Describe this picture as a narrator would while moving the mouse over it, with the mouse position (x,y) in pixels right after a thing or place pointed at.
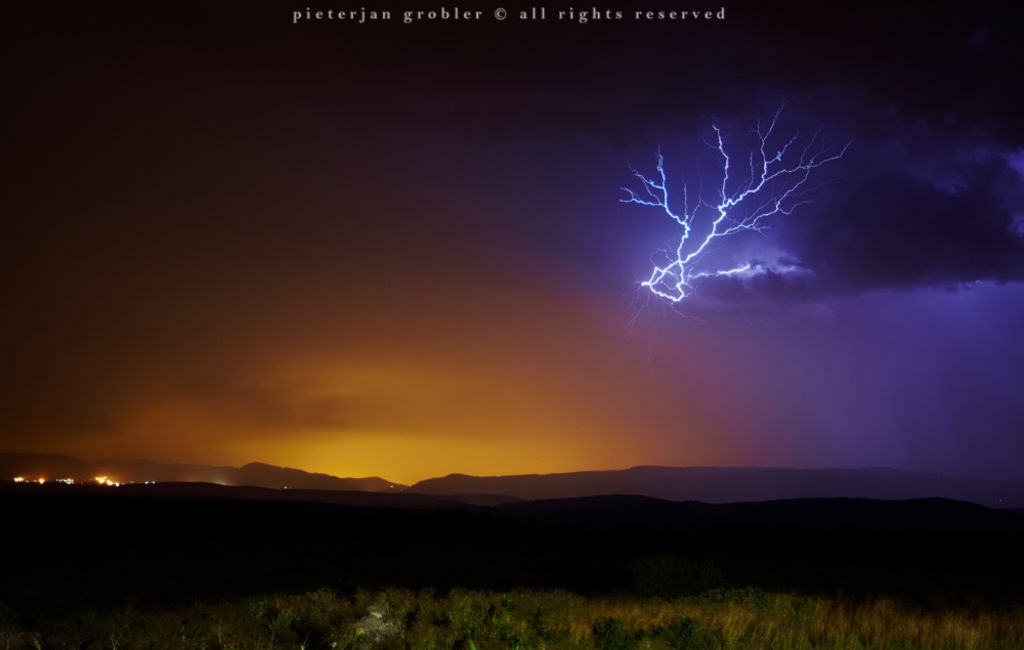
In this picture we can see plants (511,592), mountains (440,516), lights (135,482) and in the background (902,186) we can see the sky (642,121) with clouds (918,223).
